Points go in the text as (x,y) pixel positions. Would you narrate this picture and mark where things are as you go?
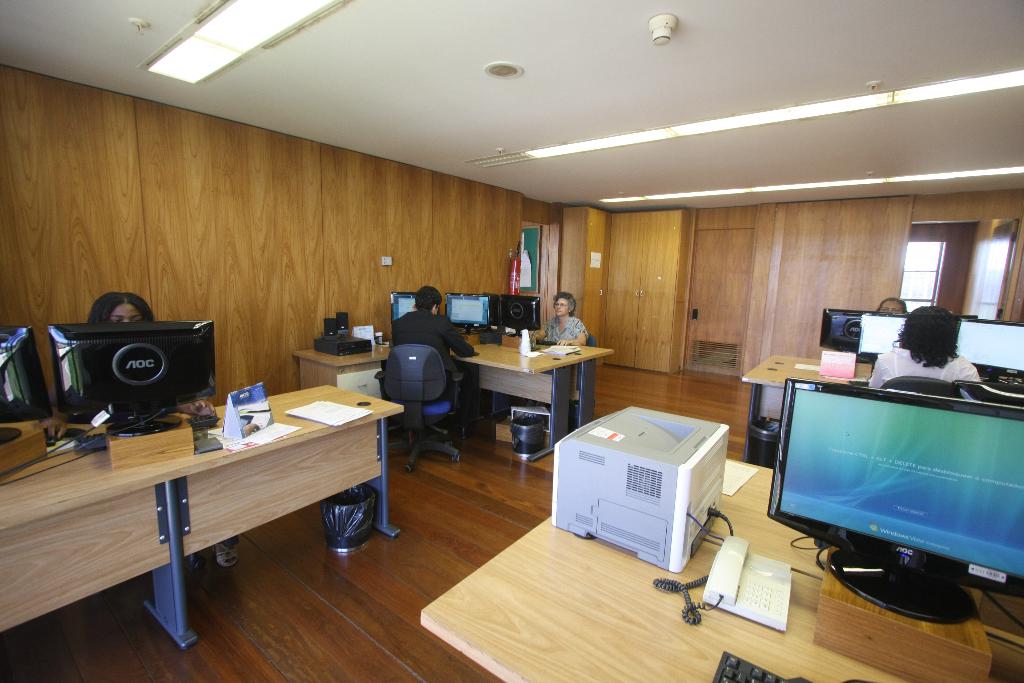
At the top of the image (689,137) there is a roof (592,15). Bottom right side of the image (1001,488) there are some table (664,656) and desktops (878,327). Top right side of the image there is a window (921,265). Top left side of the image (205,139) there is a wall (219,164). Bottom left side of the image (15,601) there is a table (234,441) and there is a monitor (120,336), Behind the monitor (120,336) there is a person (101,317). In the middle of the image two persons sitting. In the middle of the image (504,322) there are few monitors (538,311) on the table (514,349).
